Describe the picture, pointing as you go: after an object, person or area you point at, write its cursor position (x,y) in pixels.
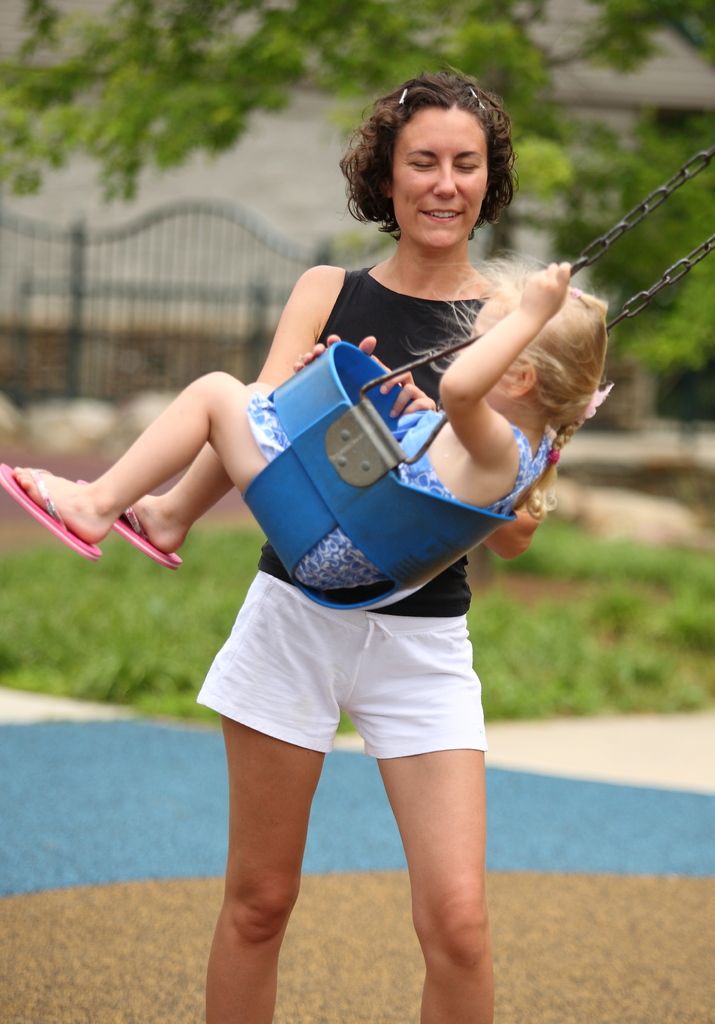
In this picture we can see a woman (393,622) is standing and a kid (87,483) is sitting in the swing (302,438), there are some plants (566,603) and a tree (393,38) in the middle (246,566), in the background (223,275) there is a wall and a gate (182,275).
